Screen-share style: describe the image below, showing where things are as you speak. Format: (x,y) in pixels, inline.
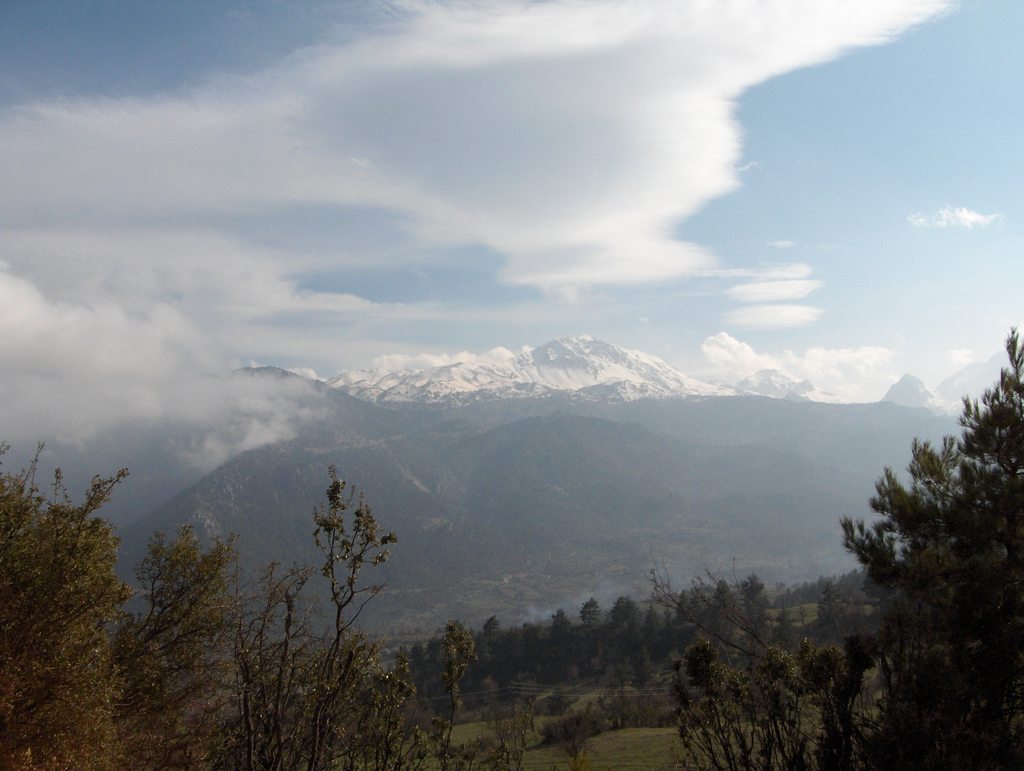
In the center of the image (500,423) there are trees (384,553), mountains (407,569). In the background of the image (812,344) there are snow mountains (556,365), sky (412,326), clouds (275,332).
